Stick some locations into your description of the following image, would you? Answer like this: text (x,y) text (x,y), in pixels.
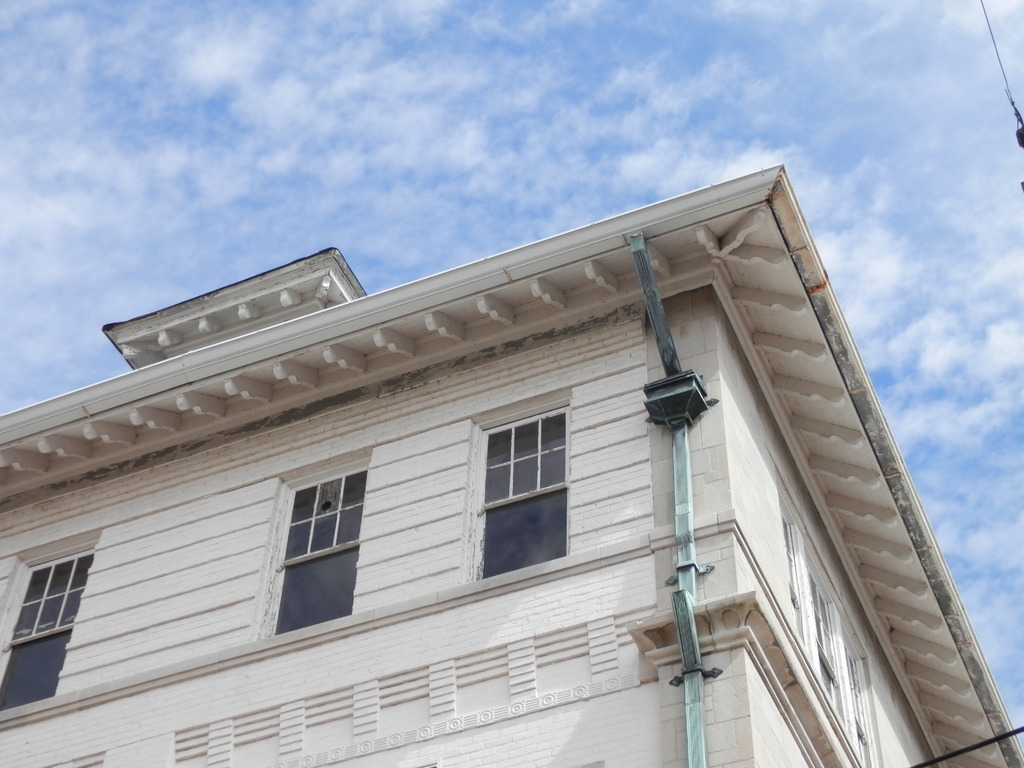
In this image in the center (509,498) there is a building (426,601) and the sky (671,147) is cloudy.
